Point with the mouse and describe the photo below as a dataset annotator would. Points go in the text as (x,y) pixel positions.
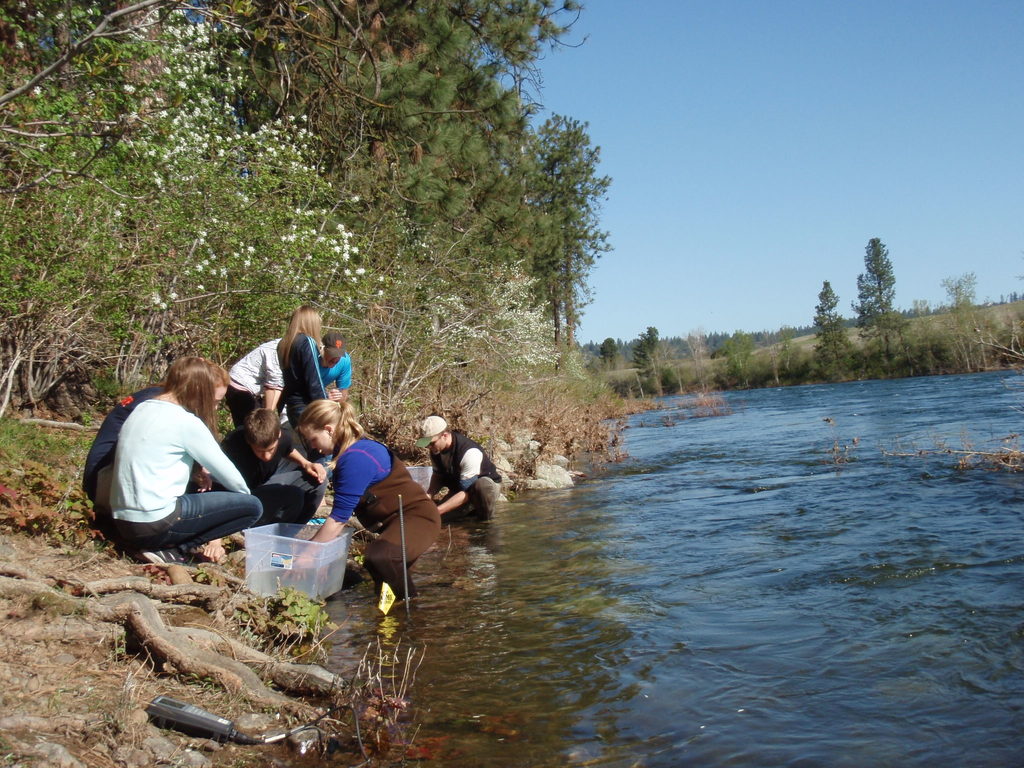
Here we can see people (241,376), container (295,580) and water (705,610). Background (338,299) we can see plants (180,299), trees (366,31) and sky (765,129).
